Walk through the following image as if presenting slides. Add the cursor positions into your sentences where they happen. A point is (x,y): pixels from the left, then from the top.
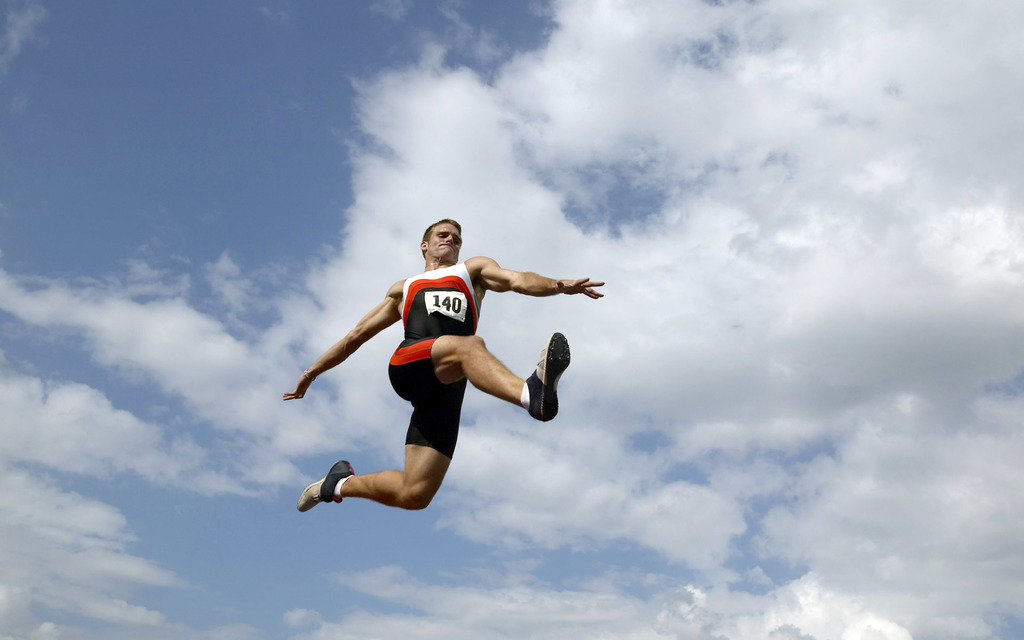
This picture is clicked outside. In the center (442,258) we can see a person (455,311) wearing a t-shirt (445,286) and jumping and we can see the numbers (441,305) on the t-shirt (436,278). In the background (348,137) we can see the sky (841,240) with the clouds (50,570).
